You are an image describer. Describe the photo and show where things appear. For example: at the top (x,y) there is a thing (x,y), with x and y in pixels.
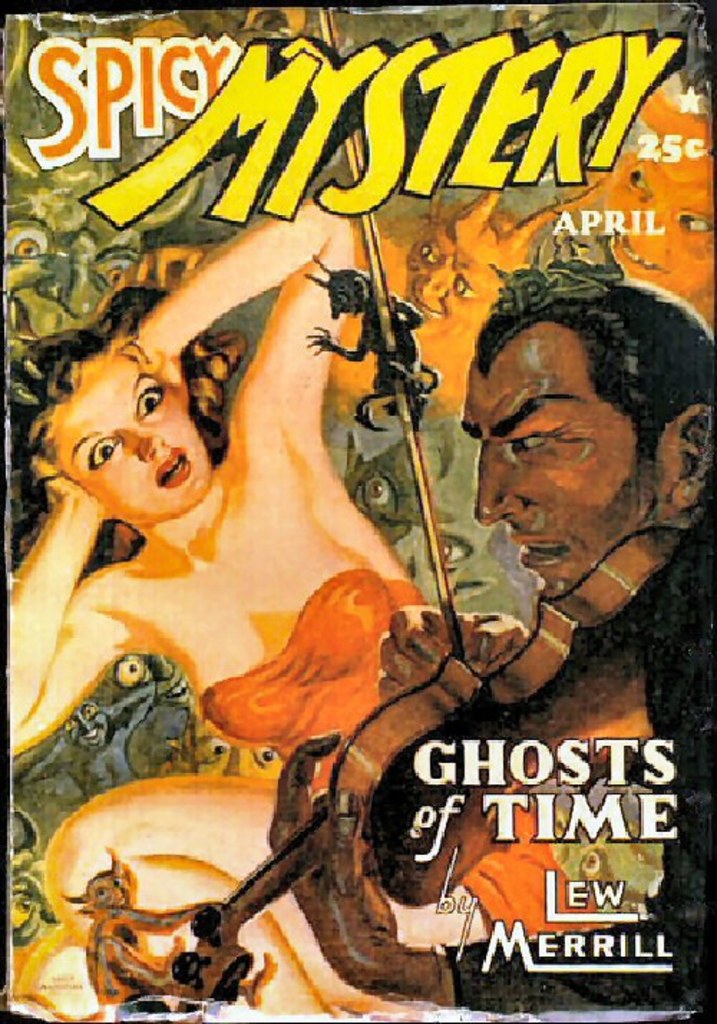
This is an edited image. In the center (301,438) we can see a picture (302,299) of a woman (201,385) seems to be sitting on the ground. On the right (564,402) there is a picture (572,492) of a person (638,729) playing violin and there are some animals (135,944) and we can see the text (382,105) is printed on the picture.
